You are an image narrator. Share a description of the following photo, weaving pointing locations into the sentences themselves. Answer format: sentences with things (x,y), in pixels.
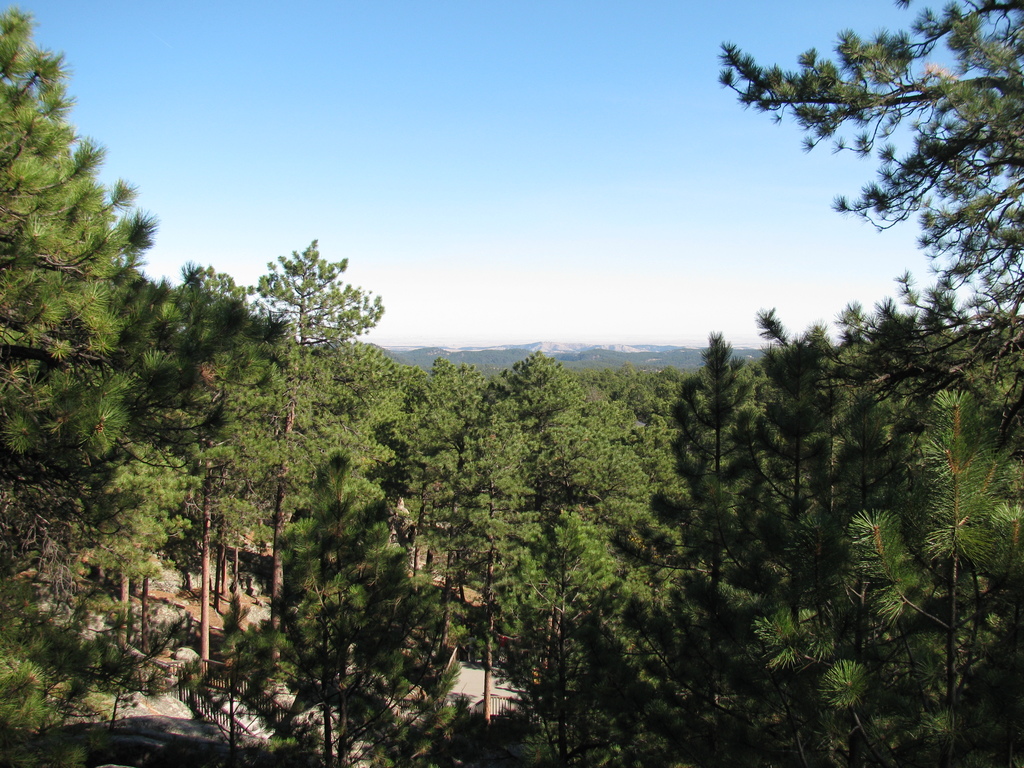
In this picture there are trees (639,524). At the back (564,348) there are mountains (605,345). At the top (577,157) there is sky (598,217). At the bottom (269,615) there is ground (258,626).
